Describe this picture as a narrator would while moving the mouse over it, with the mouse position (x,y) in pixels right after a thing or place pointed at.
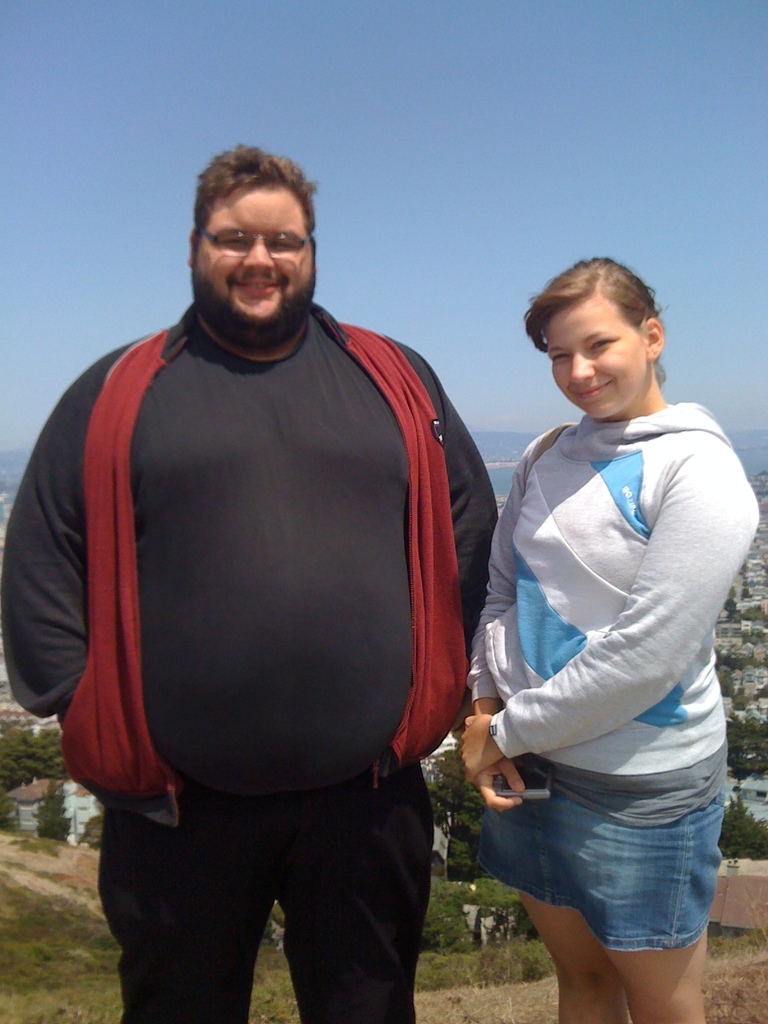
In this image we can see a man (392,657) and a woman (477,666) standing on the ground (416,995), a woman (553,810) is holding an object (540,796) looks like a camera (530,798) and in the background (745,702) there are few buildings (96,805), trees (51,788) and the sky (429,251).
